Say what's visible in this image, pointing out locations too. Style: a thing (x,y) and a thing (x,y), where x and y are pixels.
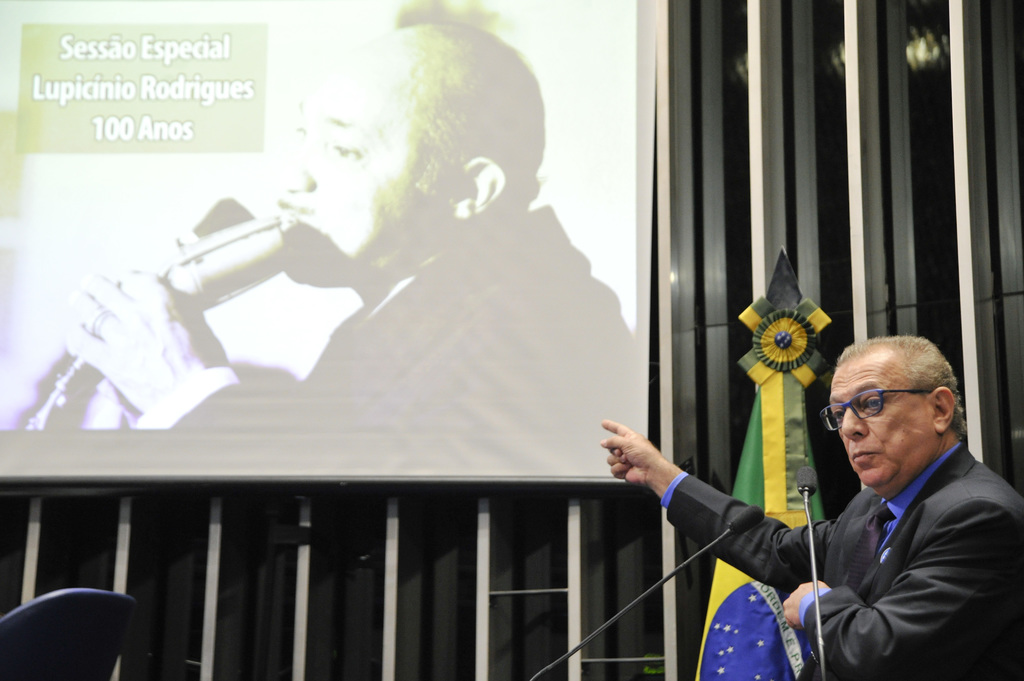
In this image I can see the person (778,584) with purple and the black color dress (850,560) and also specs (823,424). I can see the mic (812,573) in-front of the person (795,604). In the back (732,591) I can see the flag (744,603) and the screen (339,315).
